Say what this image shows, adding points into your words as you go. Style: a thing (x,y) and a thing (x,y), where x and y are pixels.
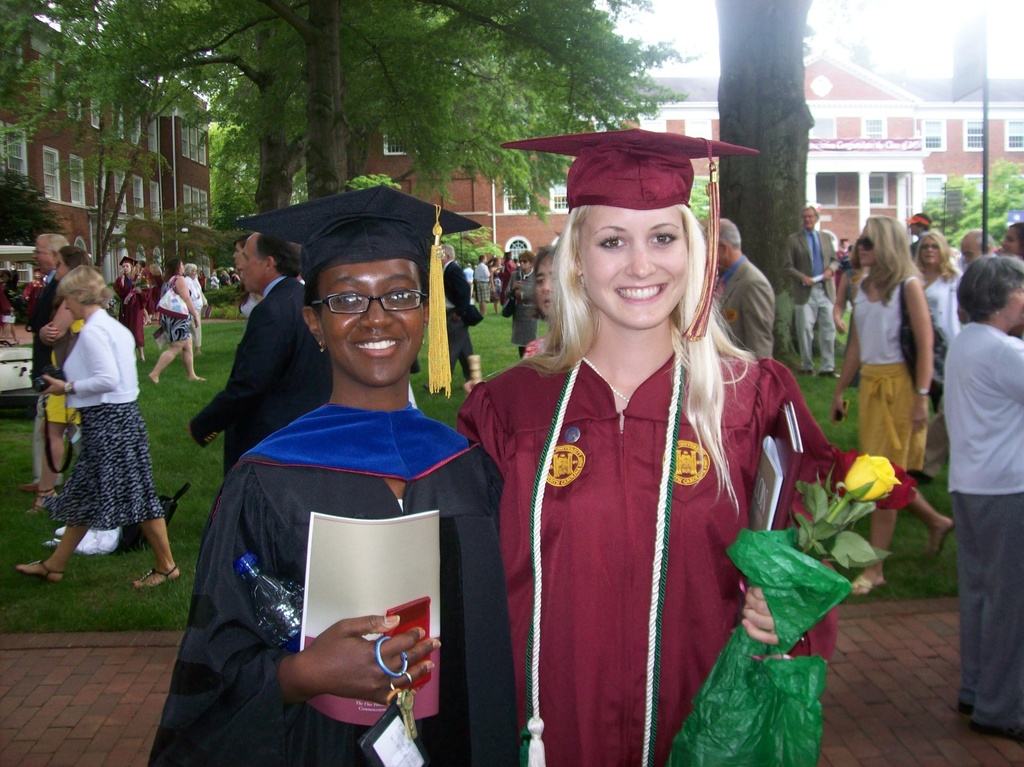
In this picture we can see two women (357,261) wearing hats (440,311) and holding objects (408,741) in their hands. These women (499,496) are standing and smiling. We can see a few people (265,394), trees (780,185), poles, buildings (848,102), some grass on the ground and other objects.
